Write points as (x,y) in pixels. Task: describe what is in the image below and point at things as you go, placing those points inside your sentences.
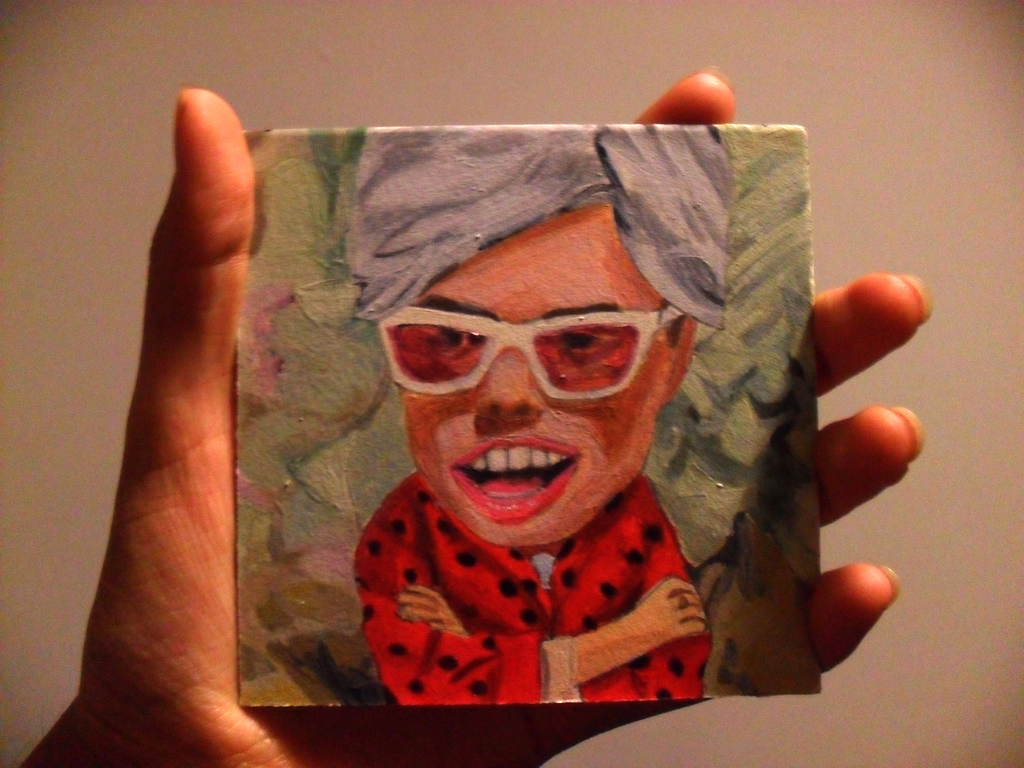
In the picture we can see some person's hand (146,444) who is holding something which has painting (472,420) of a person (543,401).
